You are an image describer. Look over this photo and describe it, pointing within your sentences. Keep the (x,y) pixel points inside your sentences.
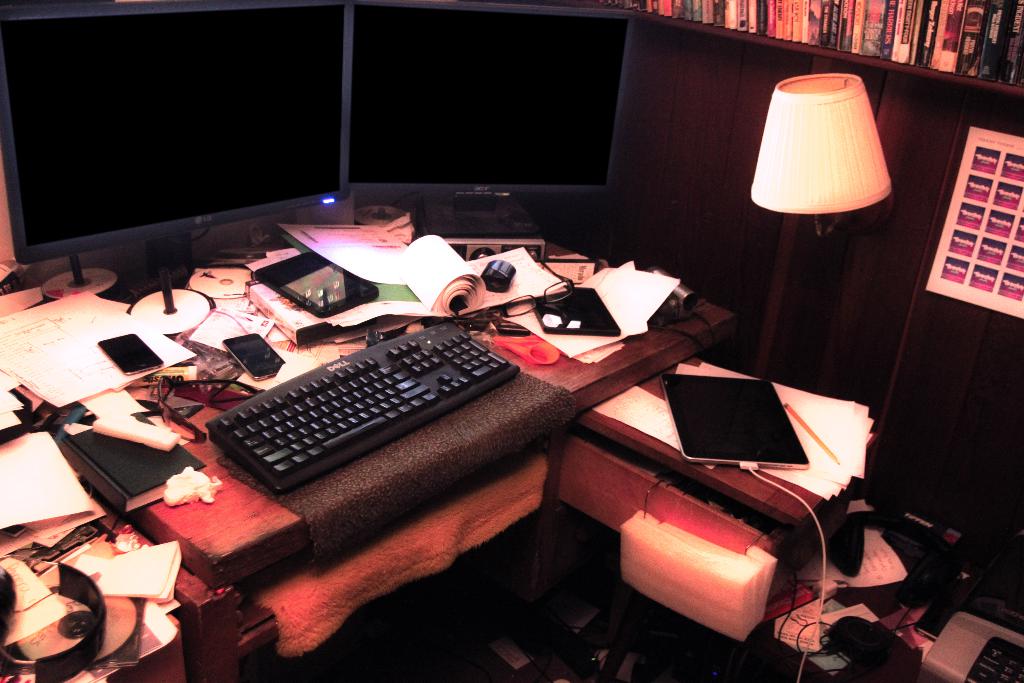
In this picture we can see a table (293,541). On the table (433,437) there is a cloth (476,456), keyboard (345,366), mobile (259,342), and papers (387,269). This is the lamp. And these are the books (927,64) in the rack (1023,89).
